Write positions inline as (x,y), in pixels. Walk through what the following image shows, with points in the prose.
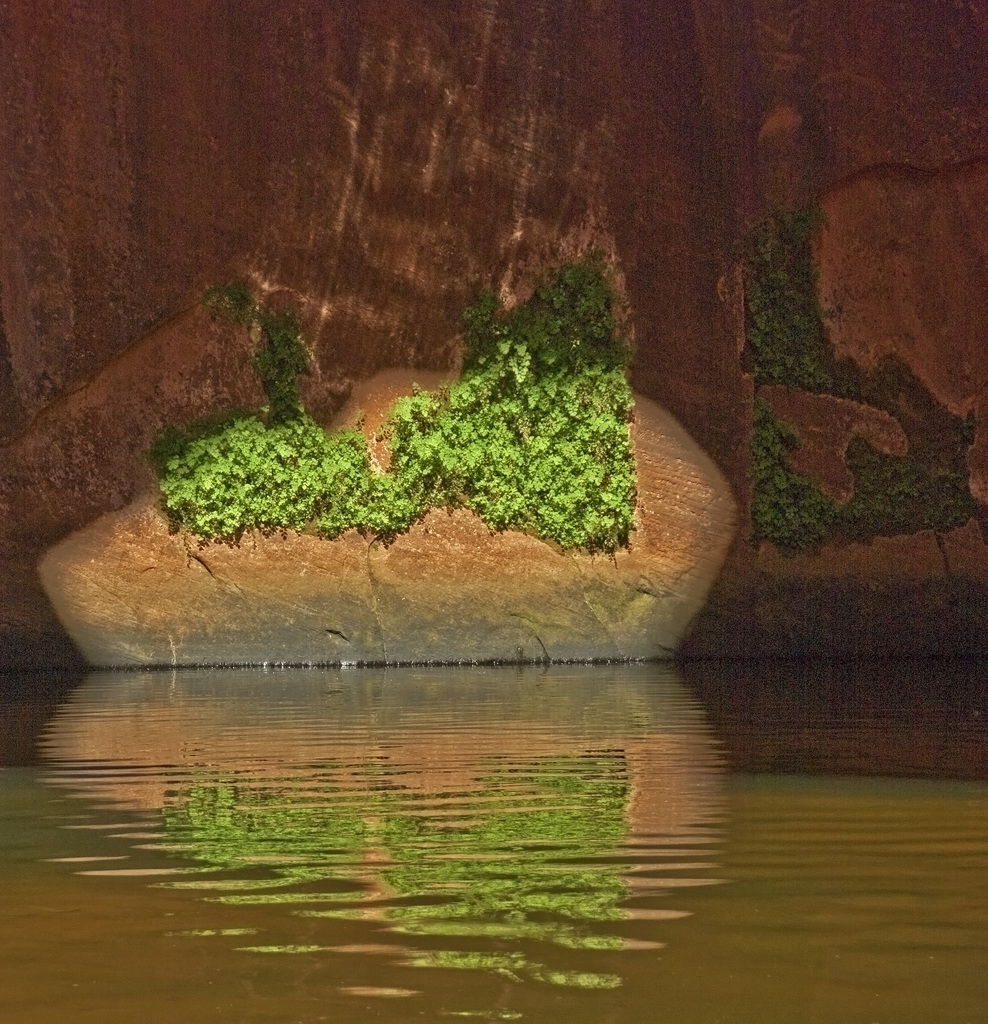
In this image we can see some creepers (487,455) on the wall (532,556), in front of the wall (544,576) we can see some water (660,844).
